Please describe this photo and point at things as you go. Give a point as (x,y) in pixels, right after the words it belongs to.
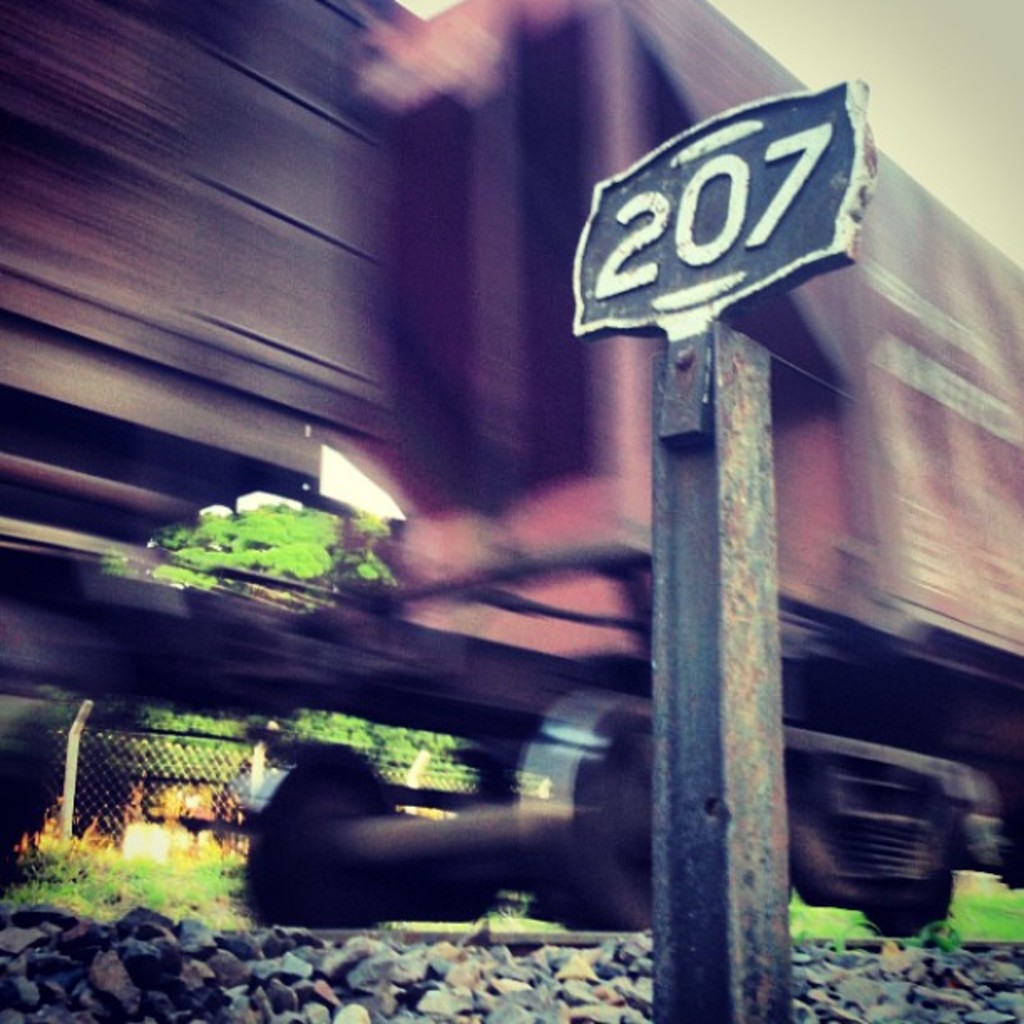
In this image we can see a train (313,770) on the track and there is a board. At the bottom (352,979) there are stones (488,1023). In the background (307,726) there are trees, fence (213,778) and sky (872,100).
